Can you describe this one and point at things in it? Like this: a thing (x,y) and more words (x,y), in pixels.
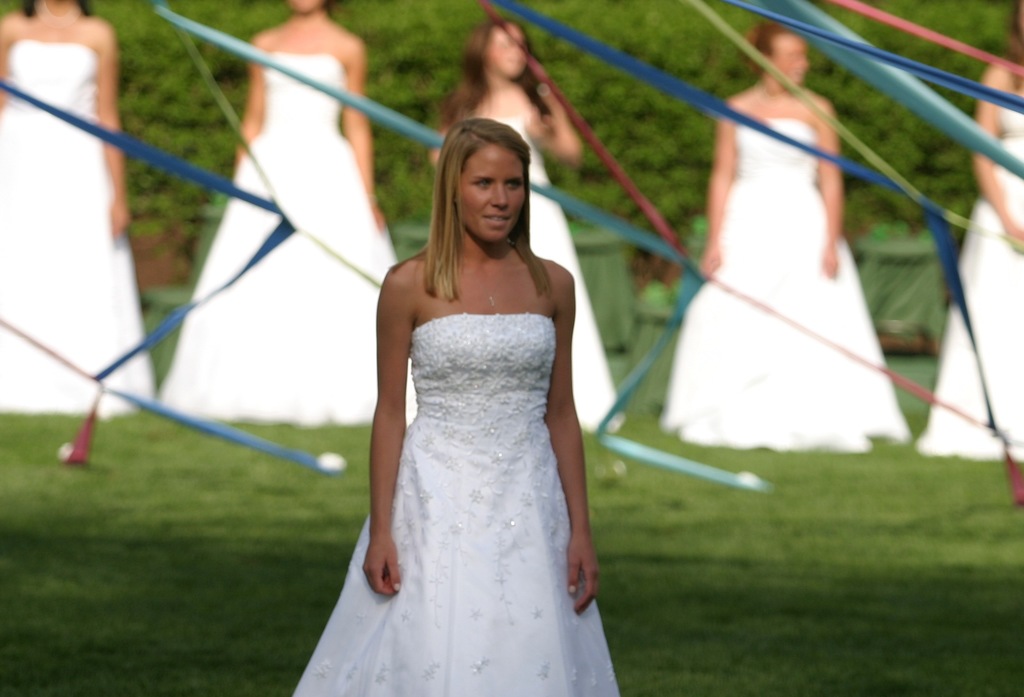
In the foreground (357,591), I can see six women's (501,345) are standing on grass (593,523) and I can see ribbons (636,384). In the background (184,69), I can see trees (407,70). This picture might be taken in a park (166,454).
